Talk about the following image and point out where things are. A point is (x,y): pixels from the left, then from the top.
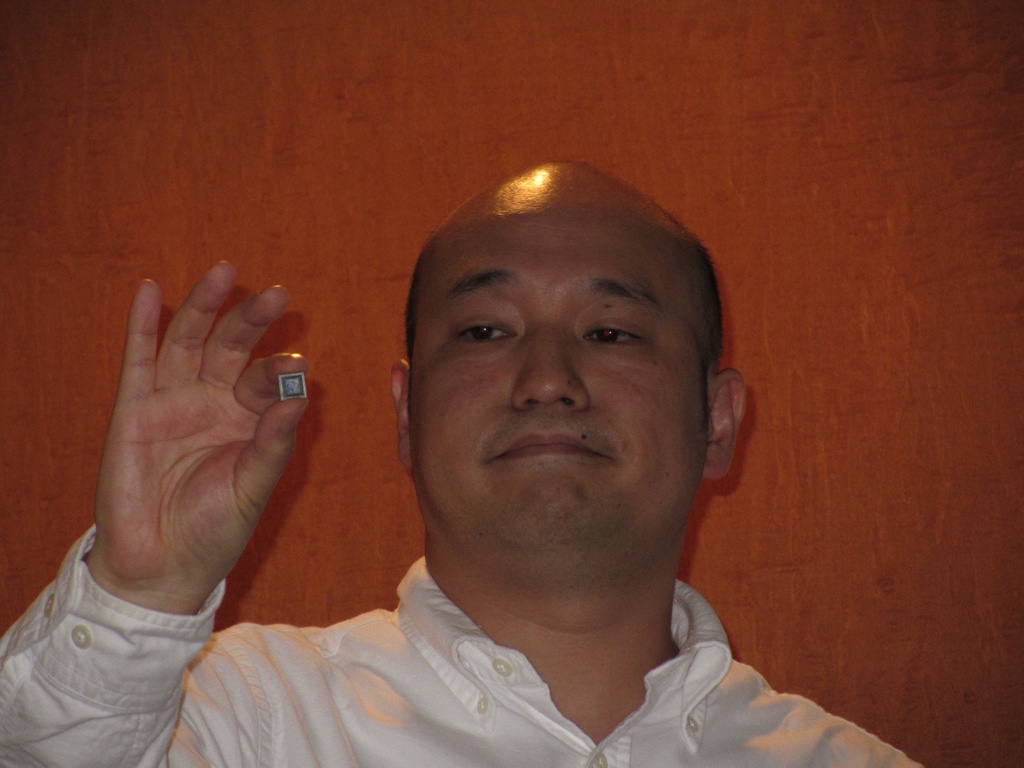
In this image we can see there is a person (507,379) holding an object (289,389) and at the back (226,147) there is a wall (222,250).
